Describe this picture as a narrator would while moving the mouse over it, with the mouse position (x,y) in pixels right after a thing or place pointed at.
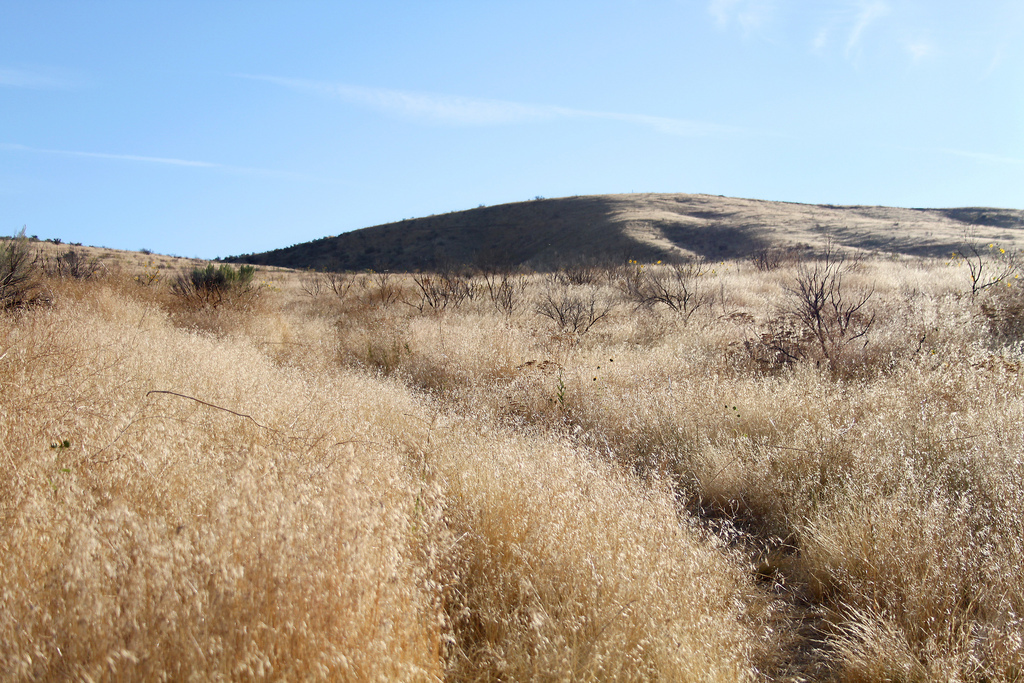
In this image we can see dried grass (425,434) and plants (577,333) on the hills (404,238). At the top (419,129) we can see the sky (256,145).
